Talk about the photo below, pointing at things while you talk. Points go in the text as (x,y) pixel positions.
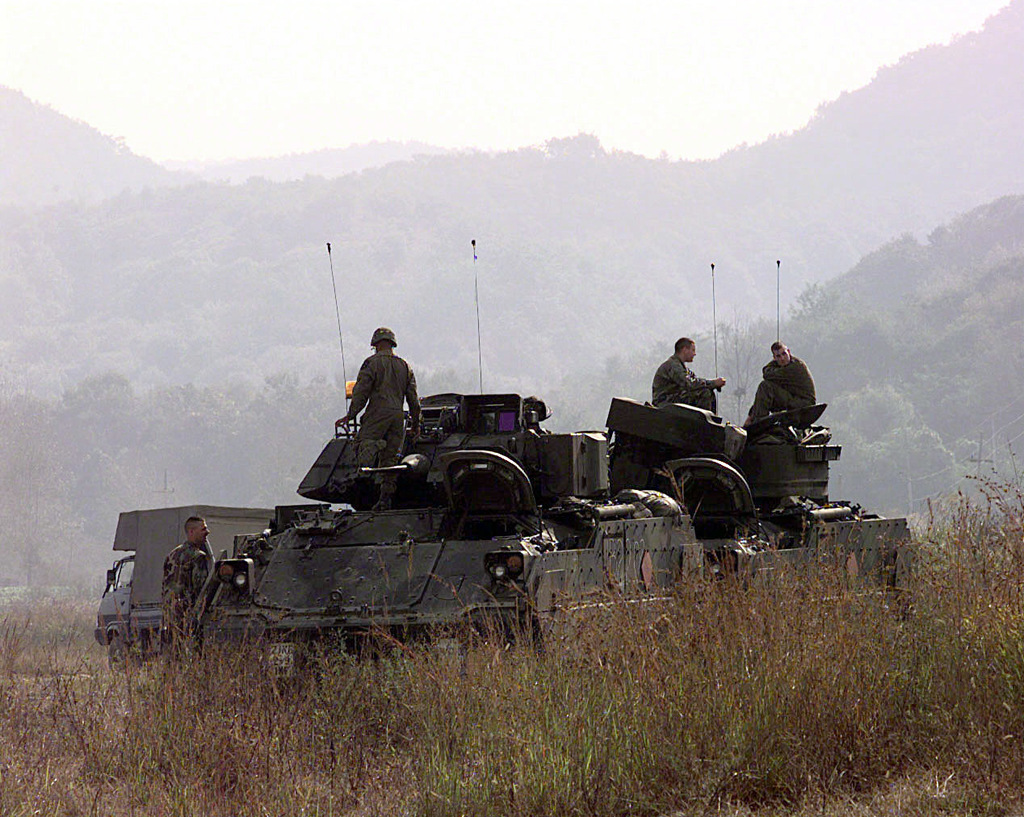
In the foreground of this image (620,673), there is grass (623,658) and behind it, there are military tanks (709,525) and persons (394,452) are standing and sitting on it. On the left (180,563), there is a man (177,590) standing and a vehicle (142,571) moving. In the background (756,243), there are trees (787,164) on the mountains (773,156) and the sky (442,74).
